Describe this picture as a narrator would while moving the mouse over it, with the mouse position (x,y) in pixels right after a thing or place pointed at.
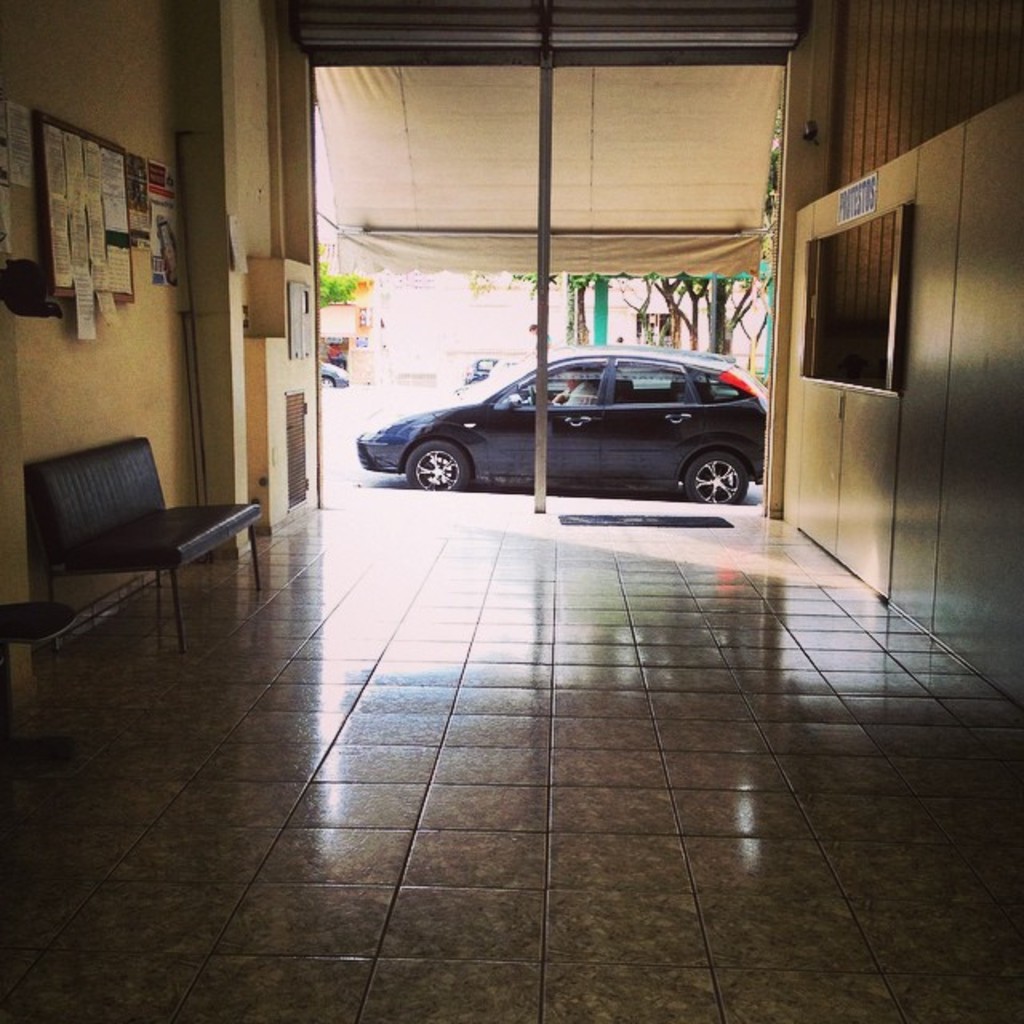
In this picture I can see a car (607,392) in the middle (605,452), on the left side (140,493) it looks like a sofa (191,511) and also I can see few papers (106,215) on the board (126,224). At the top (338,207) it may be the tent (563,179), in the background (330,293) there are trees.
